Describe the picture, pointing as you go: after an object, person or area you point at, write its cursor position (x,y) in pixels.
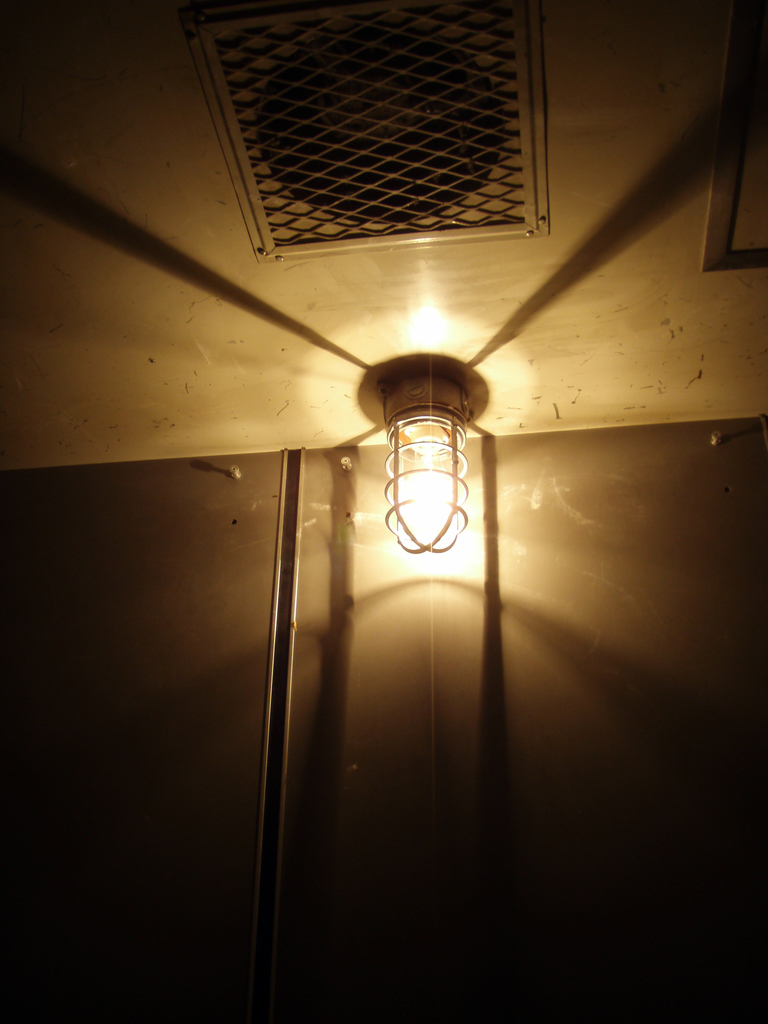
In this image there is a light (450,499) and we can see a wall (345,737). At the top (321,208) there is a mesh (321,208).
